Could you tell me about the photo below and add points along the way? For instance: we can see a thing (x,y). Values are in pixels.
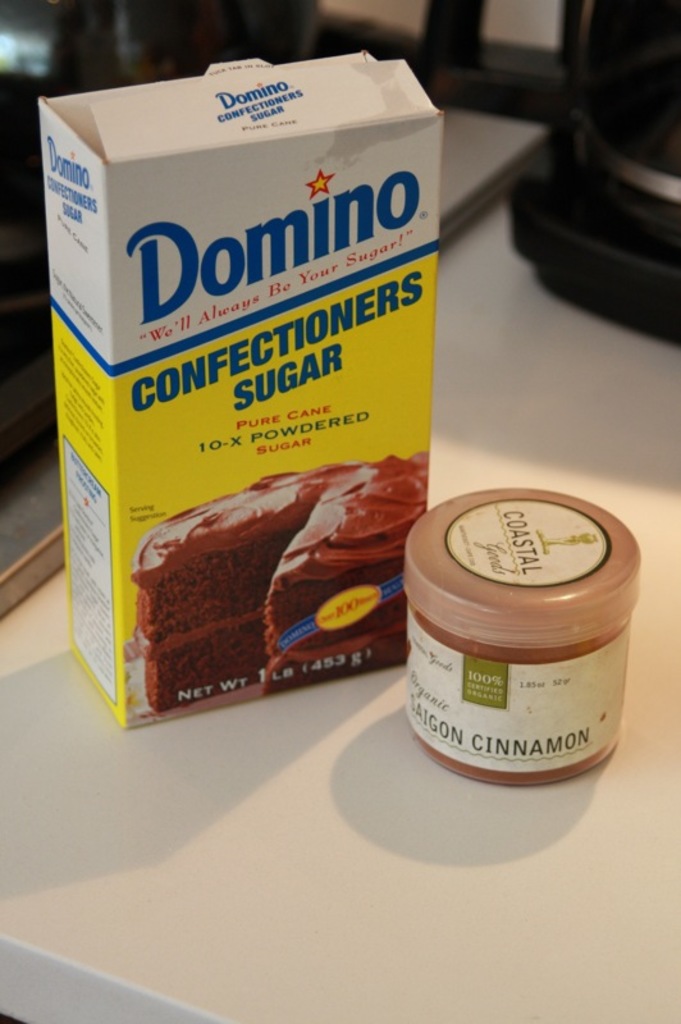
In this picture I can observe white and yellow color box (144,321) placed on the table (210,836). On the right side (467,664) I can observe small container (537,632) which is in cream and white color. The background (1,152) is blurred.
